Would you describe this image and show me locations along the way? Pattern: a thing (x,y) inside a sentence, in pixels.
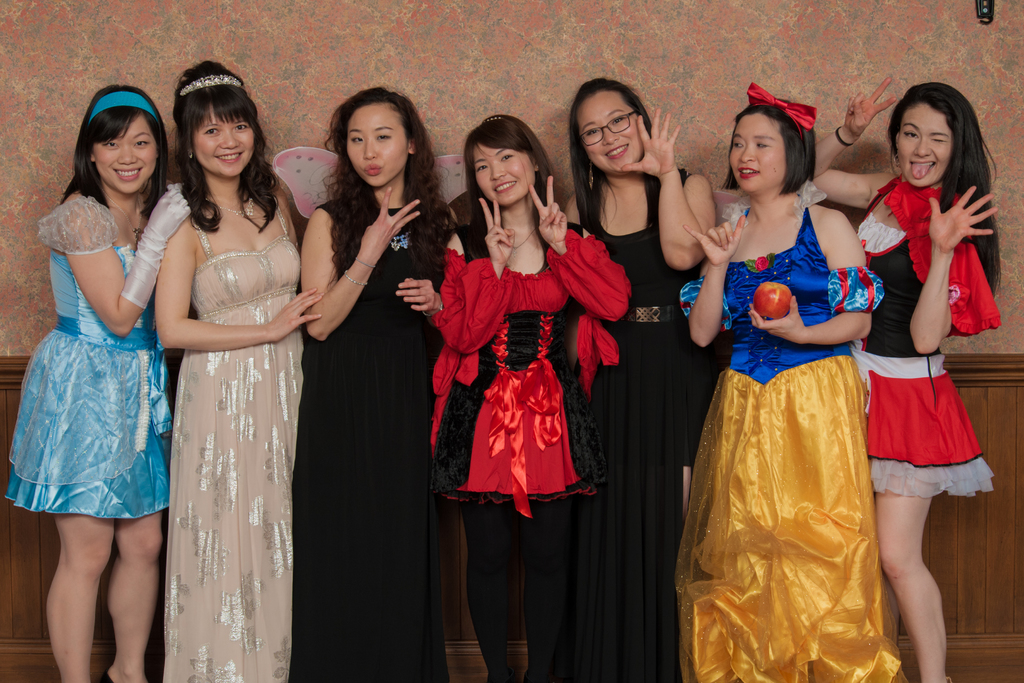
Here in this picture we can see a group of women (500,207) standing over a place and they are posing for a picture and smiling.
